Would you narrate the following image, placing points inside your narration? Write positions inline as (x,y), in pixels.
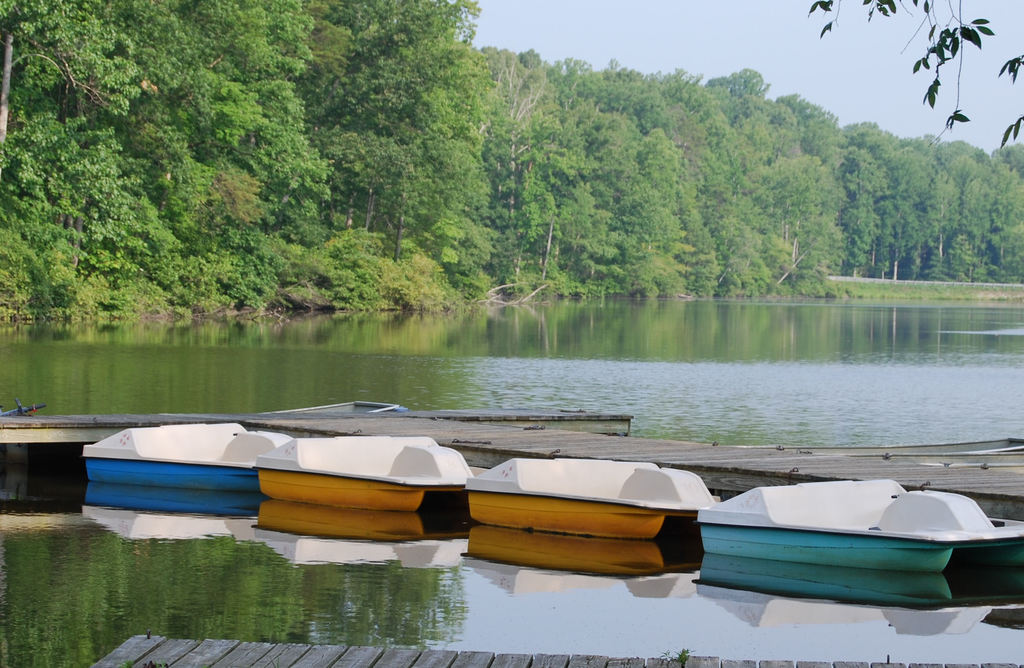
In this picture, we can see wooden paths (463,433), boats (435,445), water (237,515), trees (79,34), and the sky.
